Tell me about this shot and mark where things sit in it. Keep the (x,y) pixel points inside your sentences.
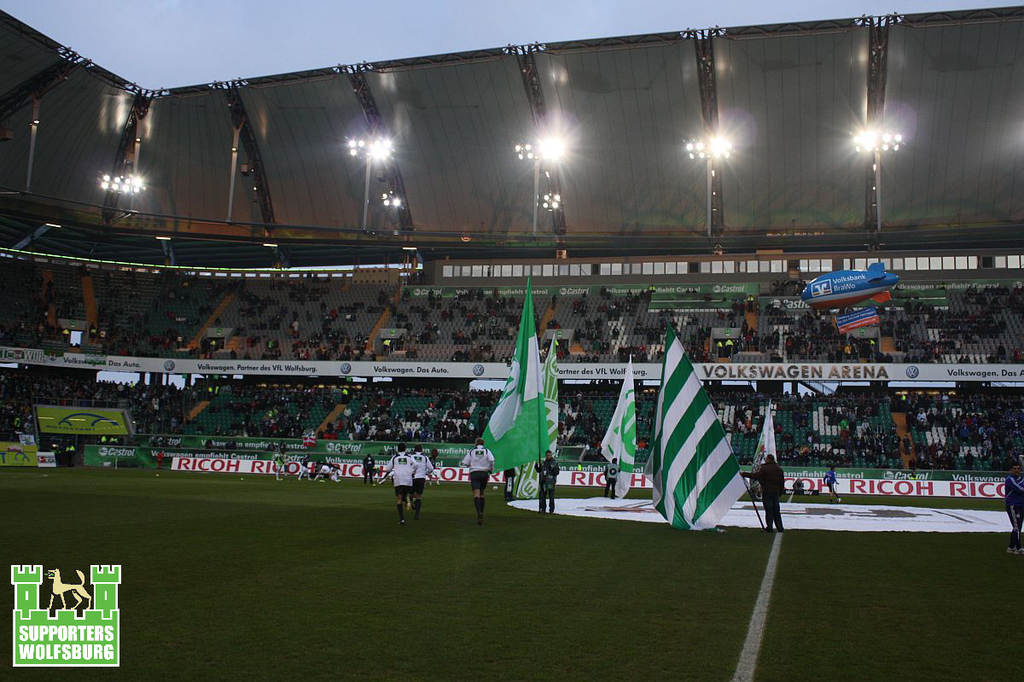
In this picture we can see a stadium (504,361), at the bottom (536,607) there is grass (461,591), we can see some people (401,478) are running on the ground (458,484), in the background (896,356) there are some people (353,339) sitting on chairs (480,309), we can see some people (772,505) are standing and holding flags (629,474), on the right side (851,299) there is a balloon (861,282), we can see lights (864,145) and the sky (292,33) at the top of the picture (320,28), we can also see hoardings (274,451) in the background (72,419), at the left bottom (78,593) there is a logo (73,580) and some text (77,638).
